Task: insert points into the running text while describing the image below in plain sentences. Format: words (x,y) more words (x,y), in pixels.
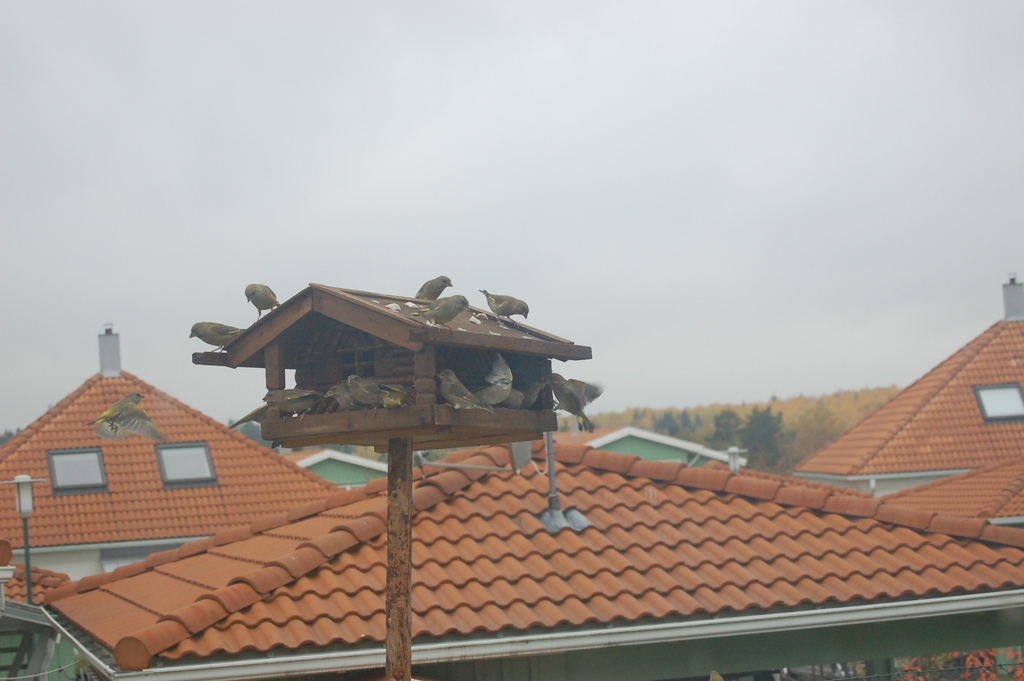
In this picture we can see bird house (402,422), birds (117,430), light pole (18,486) and rooftops (62,588) of the houses (660,436). In the background of the image (749,428) we can see trees (711,413) and sky (777,228).
